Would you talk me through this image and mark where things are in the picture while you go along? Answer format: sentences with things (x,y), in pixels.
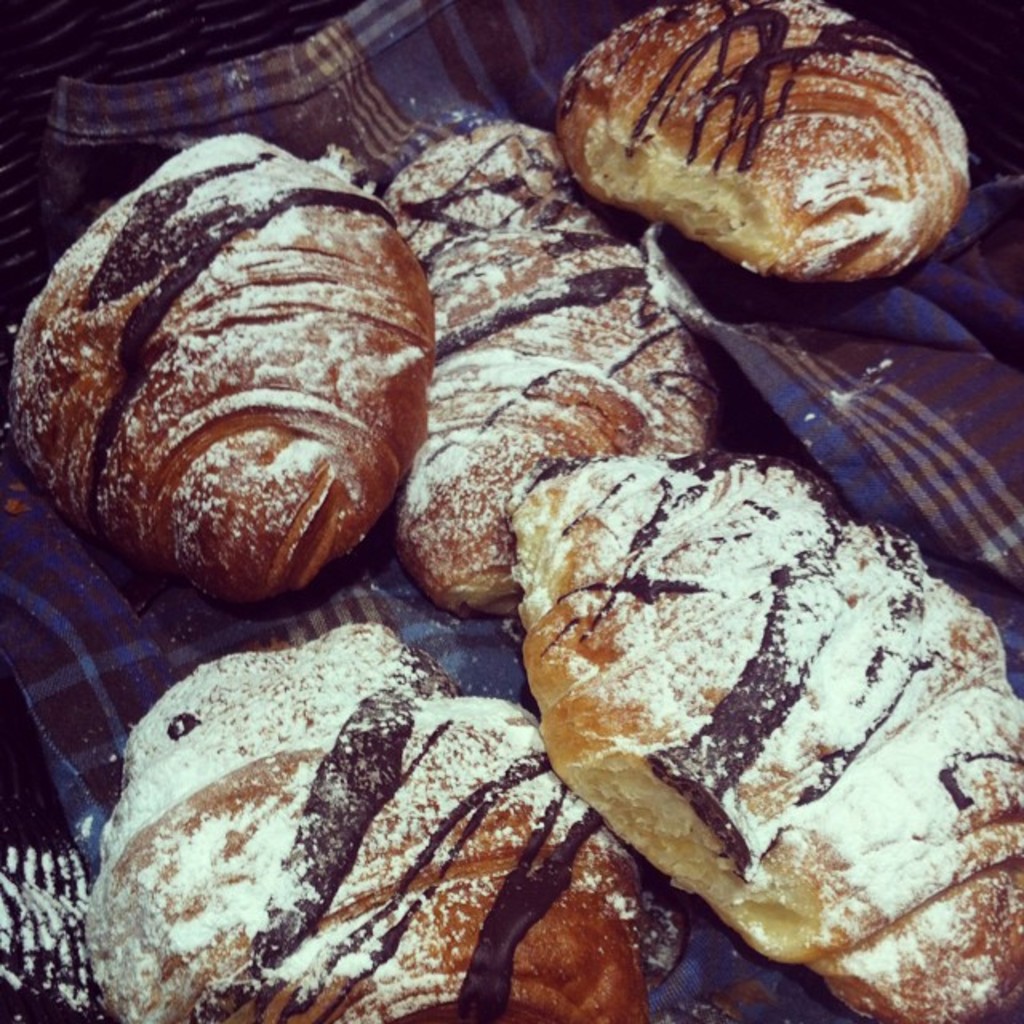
In this image we can see some croissants (291,650) on the surface (724,1018) looks like a cloth (317,84) and one black object (68,42) at the top left side (53,55) corner of the image.
